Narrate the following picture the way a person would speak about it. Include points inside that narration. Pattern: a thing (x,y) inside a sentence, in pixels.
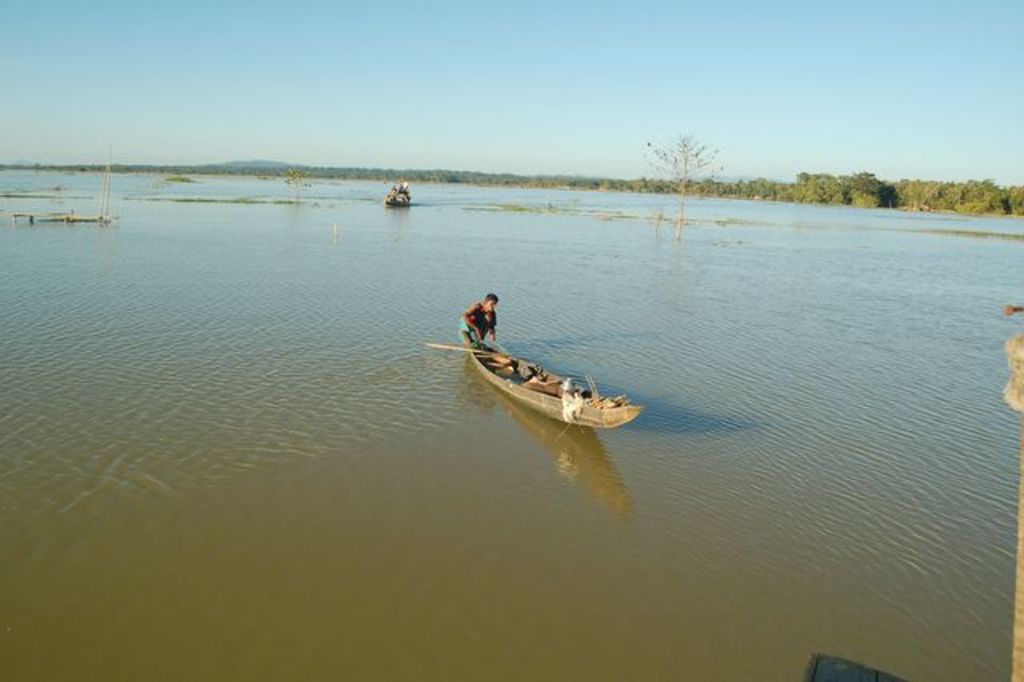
In this picture we can see water (528,515) at the bottom (516,494), there is a boat (563,409) here, we can see a person (488,325) in the boat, in the background (942,199) there are some trees (925,195), we can see the sky (436,77) at the top of the picture (443,68).
